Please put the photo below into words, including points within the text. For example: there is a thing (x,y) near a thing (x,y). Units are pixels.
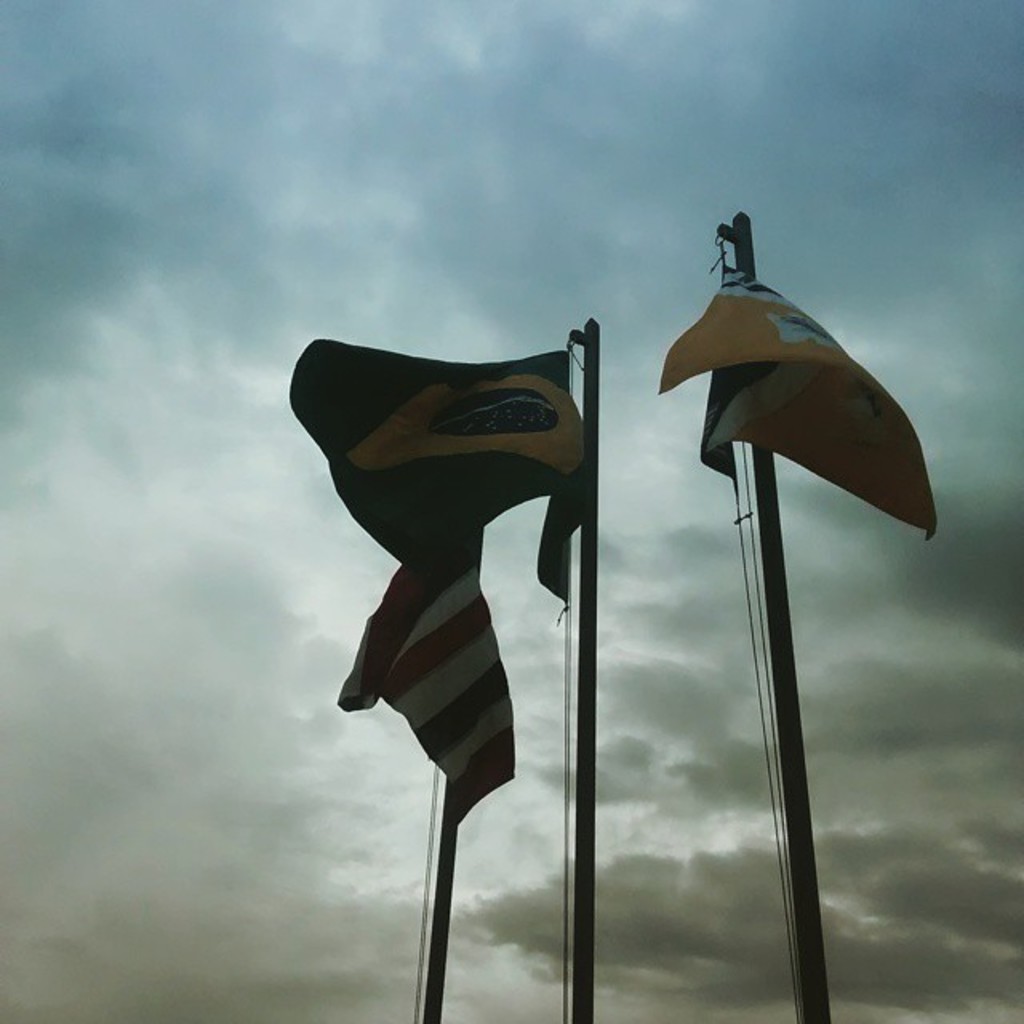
We can see flags (492,472) on poles (804,874). In the background (559,802) we can see sky (834,689) with clouds (944,817).
